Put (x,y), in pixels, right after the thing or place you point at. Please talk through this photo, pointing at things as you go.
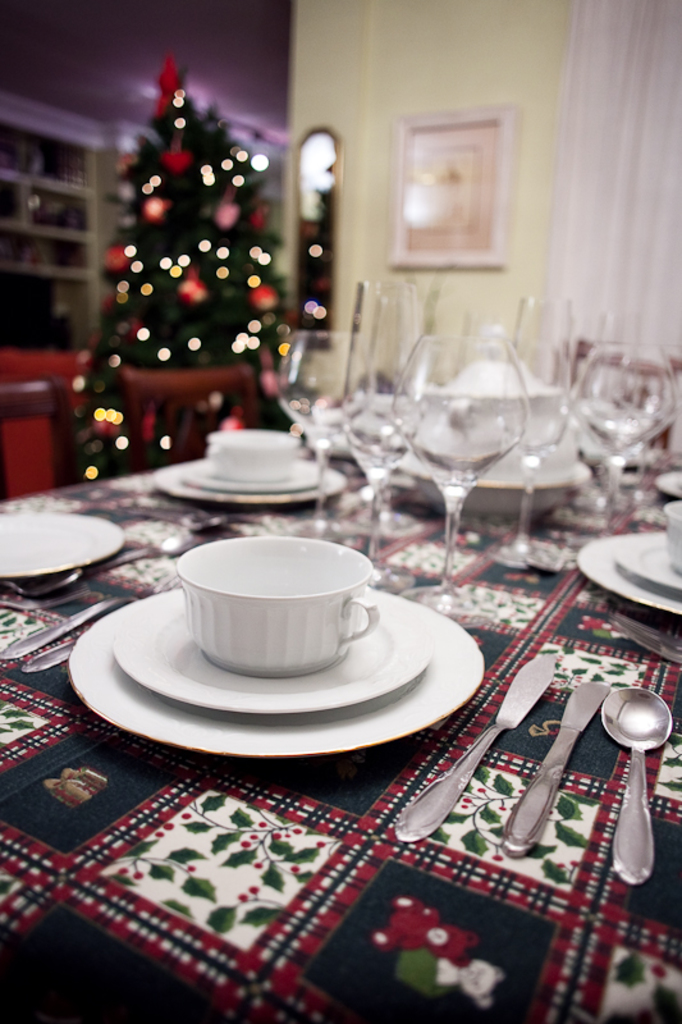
This picture shows few wine glasses (451,589), tea cups (362,594) and plates (395,617) and few spoons (626,845) and knives (432,809) on the table (503,812) and we see a Christmas tree (281,244) and a photo frame (437,209) on the wall (348,75).
